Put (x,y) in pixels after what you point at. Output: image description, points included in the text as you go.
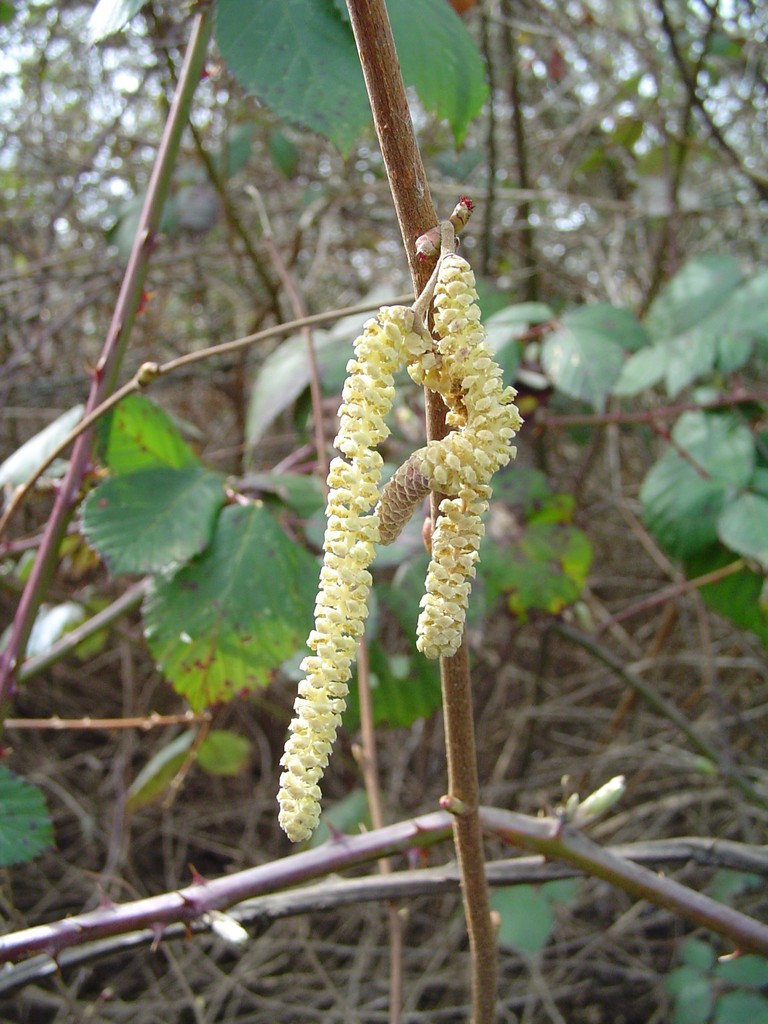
In the center of the image (432,393) there is a stem (432,271) to which there are flowers (359,486). In the background of the image (148,110) there are plants (624,426), leaves (293,17).
